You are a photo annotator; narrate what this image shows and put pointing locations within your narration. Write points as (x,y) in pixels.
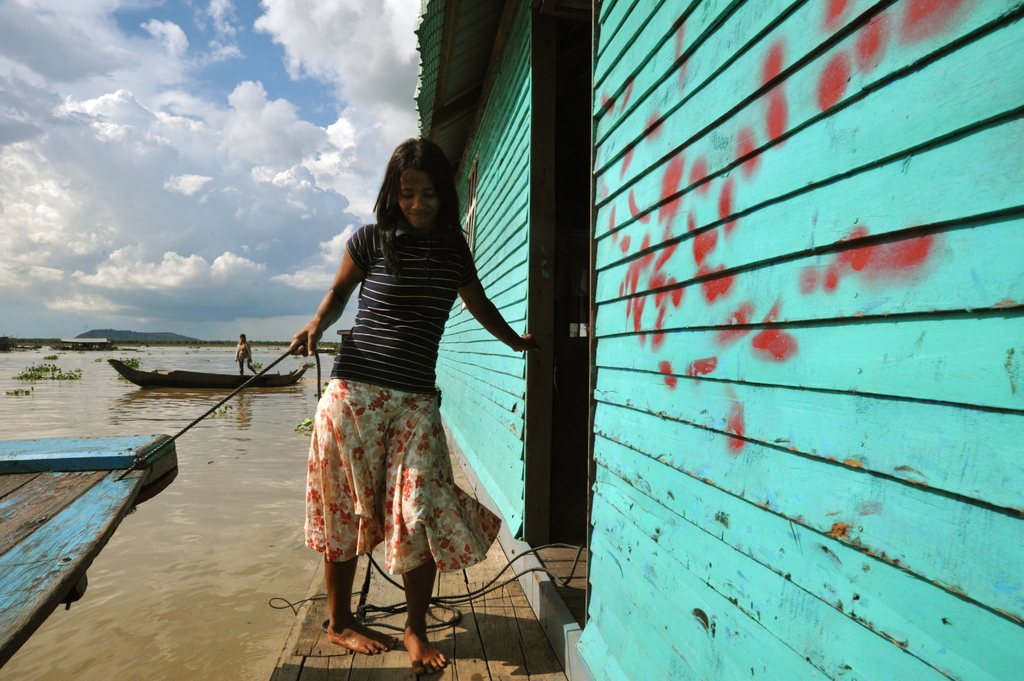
In this image I can see a women (415,374) is standing and I can see she is holding a black colour rope (255,376). Here I can see a building (526,211) and in the background (147,390) I can see water (132,400), clouds (68,33) and the sky (206,80). I can also see a boat (161,385) and a person (249,358) in background (290,373).
